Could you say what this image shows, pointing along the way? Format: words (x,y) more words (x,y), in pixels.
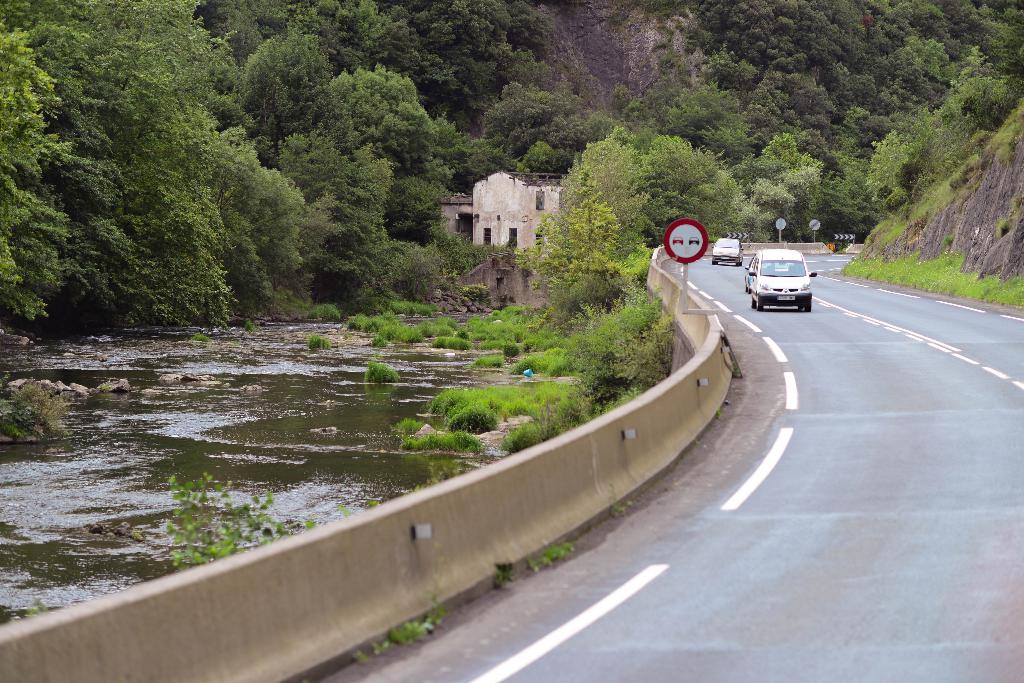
In this image in the center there is a road (750,511) and on the road (803,352) there are some cars (761,277), and also there are some boards (677,254) and in the background (383,175) there are some trees (647,229) and one house (522,212). On the left side (308,466) there is one river (168,446).
